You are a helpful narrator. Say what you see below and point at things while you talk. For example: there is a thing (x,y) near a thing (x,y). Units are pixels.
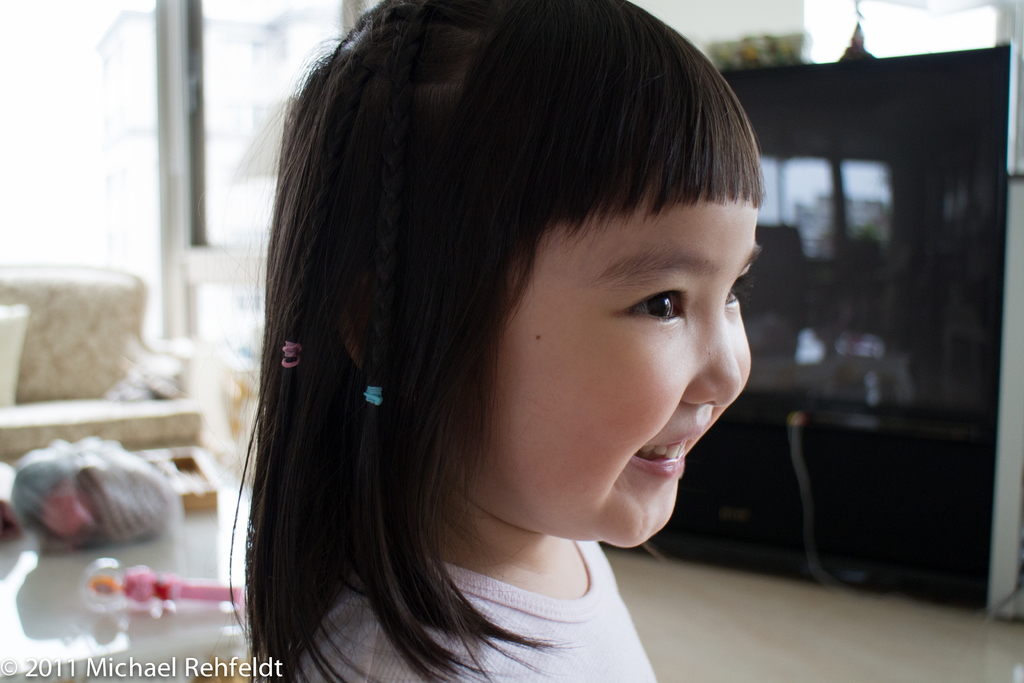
In this picture I can observe a girl (434,356) in the middle of the picture (544,346). She is smiling. In the background (207,517) I can observe a sofa (89,295) and table (39,588).
